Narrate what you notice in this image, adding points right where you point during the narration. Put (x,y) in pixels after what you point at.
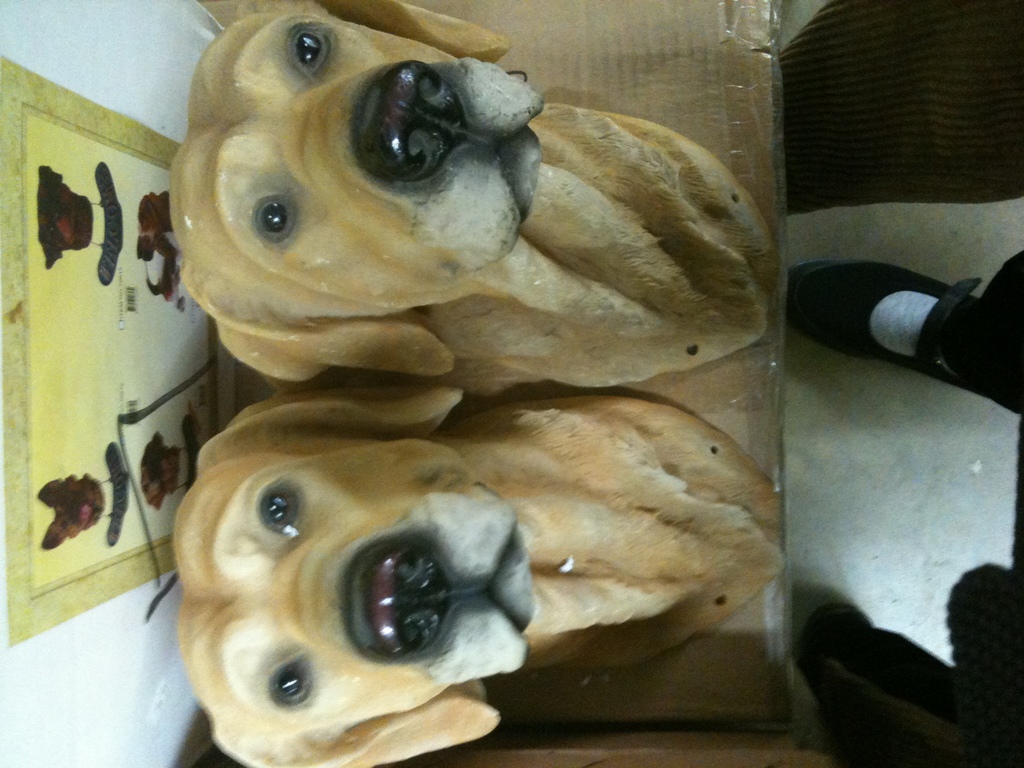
This picture is clicked inside. On the right corner (1000,392) we can see the leg (928,336) of a person (885,324). In the center (549,510) we can see the sculptures (508,554) of dogs (414,250) placed on an object (725,85). In the background (40,100) there is a picture frame (102,229) hanging on the wall (196,45) and there are some other objects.
